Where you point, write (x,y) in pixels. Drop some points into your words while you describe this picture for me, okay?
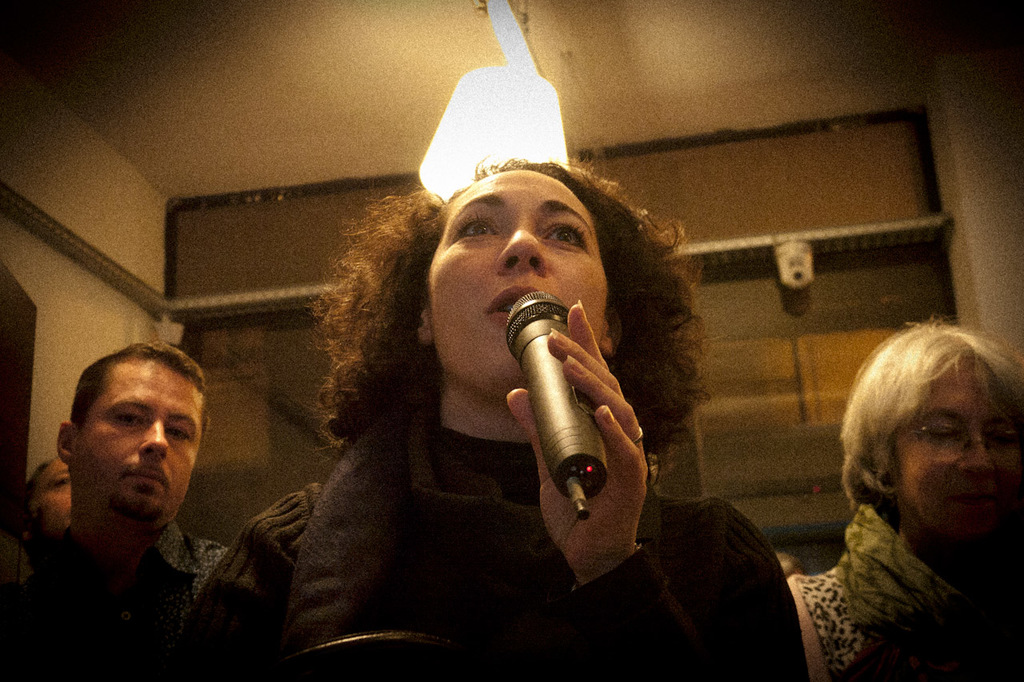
This picture shows a woman (510,418) holding a microphone (559,420) in the middle (509,434), on left side of her there is a one more woman (893,569) on the right side of a woman (564,558) there is a man (116,497), in the background (294,324) we can see a lamp (497,131) and one glass (718,220).
